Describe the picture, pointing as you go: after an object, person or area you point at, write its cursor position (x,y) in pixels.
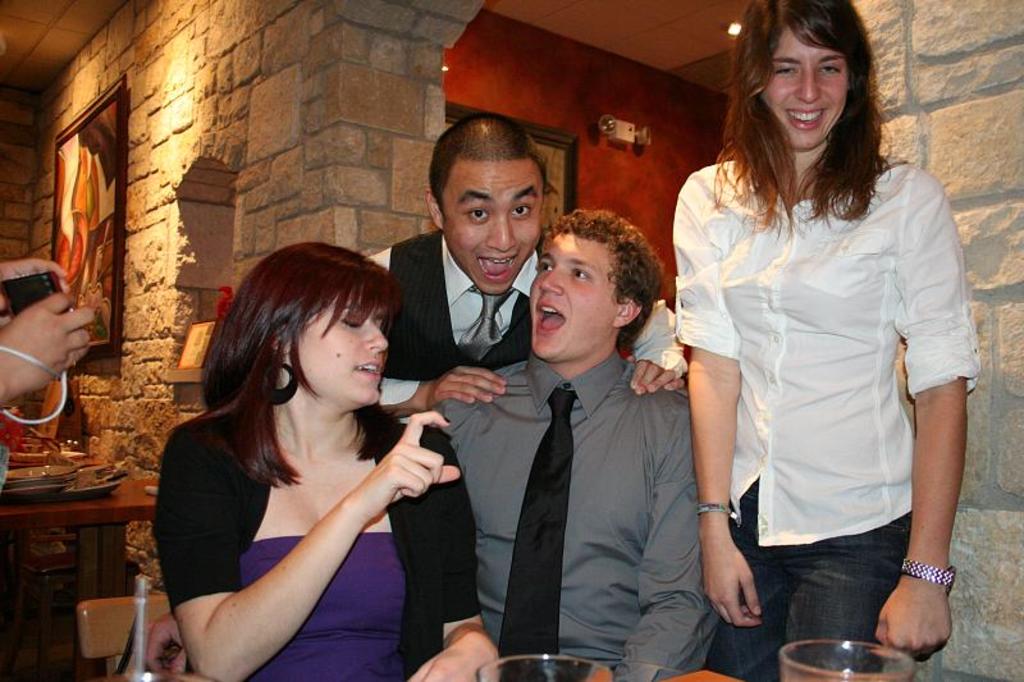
In the image in the center (627,406) we can see four people (605,485), two people (603,515) were sitting and two persons (486,316) were standing. And they were smiling, which we can see on their faces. On the left side of the image (23,337), we can see human hands (14,276) holding some object (11,300). In the bottom of the image, we can see glasses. In the background (55,122) there is a wall (222,111), roof (653,20), light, photo frame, table (96,503), plates (82,477) and few other objects (75,399).
